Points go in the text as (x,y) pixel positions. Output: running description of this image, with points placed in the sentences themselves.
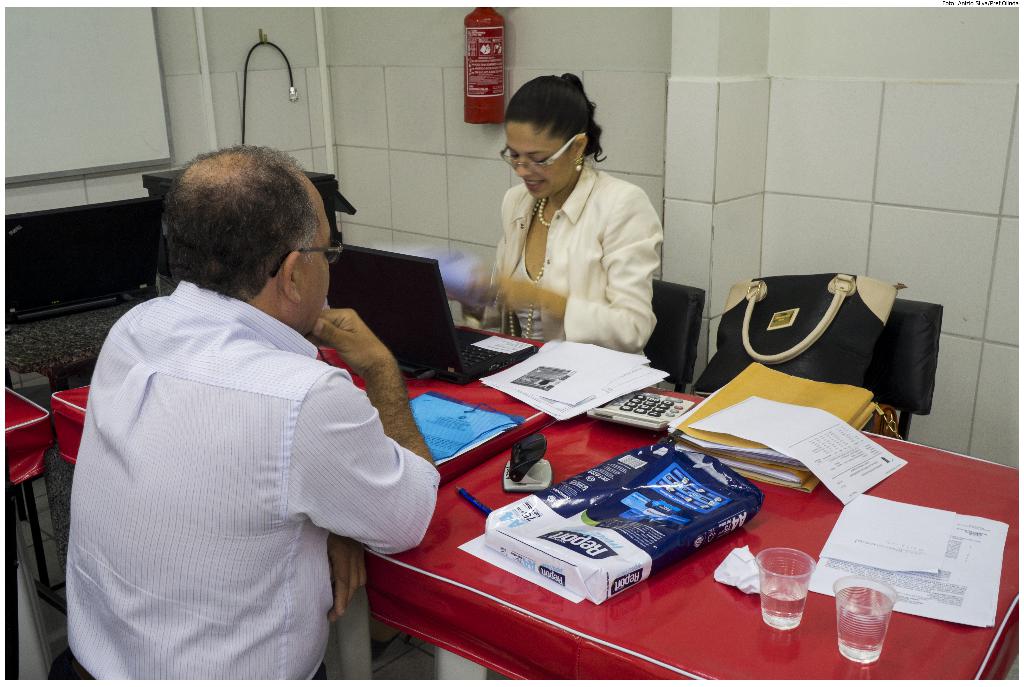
In this picture we can see man (236,193) and woman (514,140) sitting on chairs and in front of them there is table (736,591) and on table (807,638) we can see glasses (785,554), papers (795,475), files (761,372), calculator (643,409), pen (462,491), laptop (445,354) and aside to this woman (568,288) there is bag (773,302) and in background (410,72) we can see wall (284,87), fire extinguisher (481,62).
